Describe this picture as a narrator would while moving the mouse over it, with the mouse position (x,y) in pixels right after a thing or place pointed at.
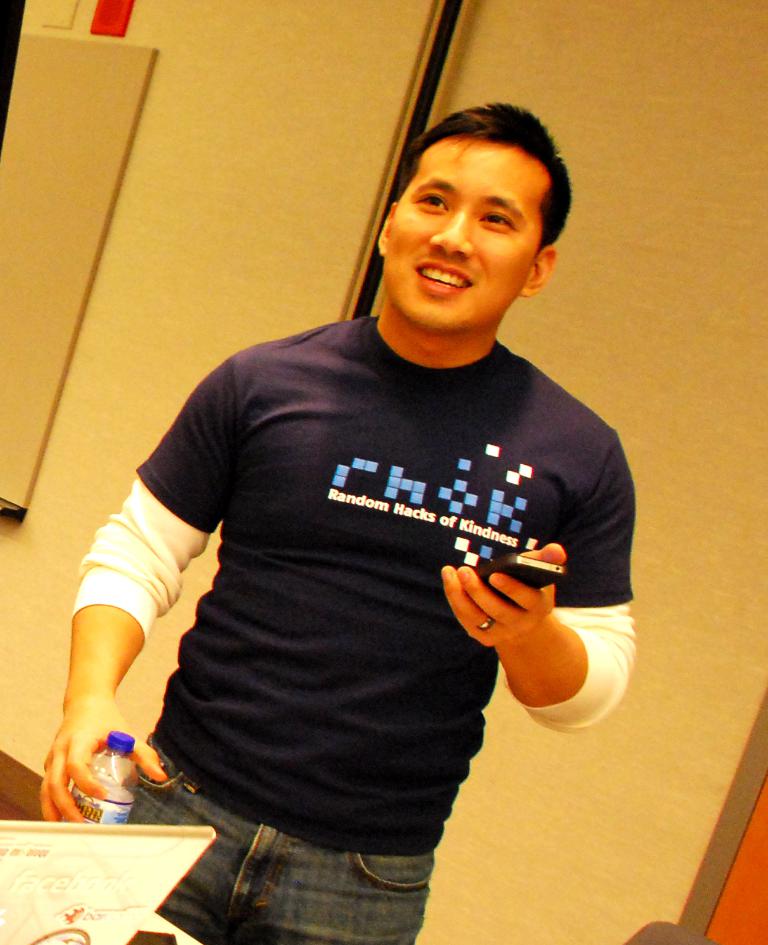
This picture shows a man (379,583) standing and holding a mobile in his hand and we see a whiteboard (9,439) on the side and we see a laptop (116,839) and a water bottle (90,800) in his other hand (83,789).
